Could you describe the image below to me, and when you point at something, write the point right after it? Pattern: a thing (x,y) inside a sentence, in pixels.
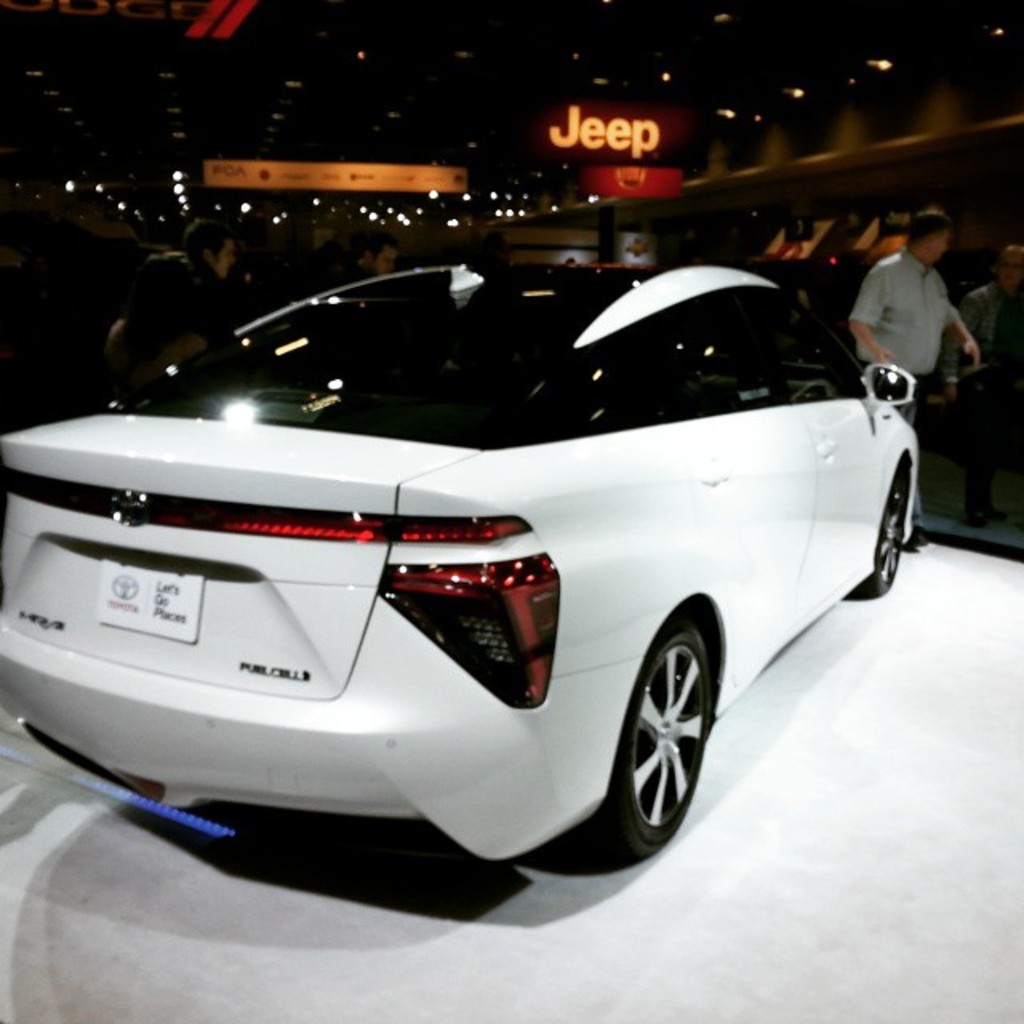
In this image in the front (644,587) there is a car (637,564) which is white in colour and in the background (886,272) there are persons (868,290), lights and there is some text (599,132) written on the board (611,128).
